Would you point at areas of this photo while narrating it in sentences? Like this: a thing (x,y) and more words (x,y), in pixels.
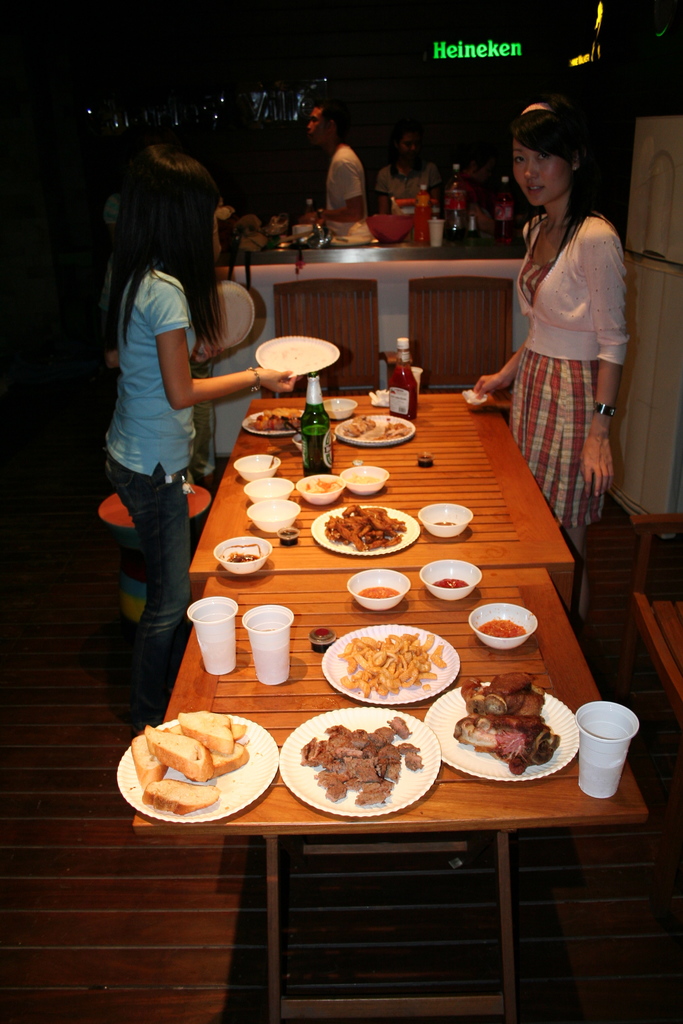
In this image there were few people (482,171). In the right side of the image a girl (559,114) is standing in front of table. In the left side of the image (193,257) a girl (135,268) is standing holding a plate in her hand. In the middle of the image (433,476) there is a table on which there is a food (354,650), plates (431,749), bowls (509,642), bottles (329,466) and glasses (252,628). At the top of the image (471,59) there is a text (453,50).
